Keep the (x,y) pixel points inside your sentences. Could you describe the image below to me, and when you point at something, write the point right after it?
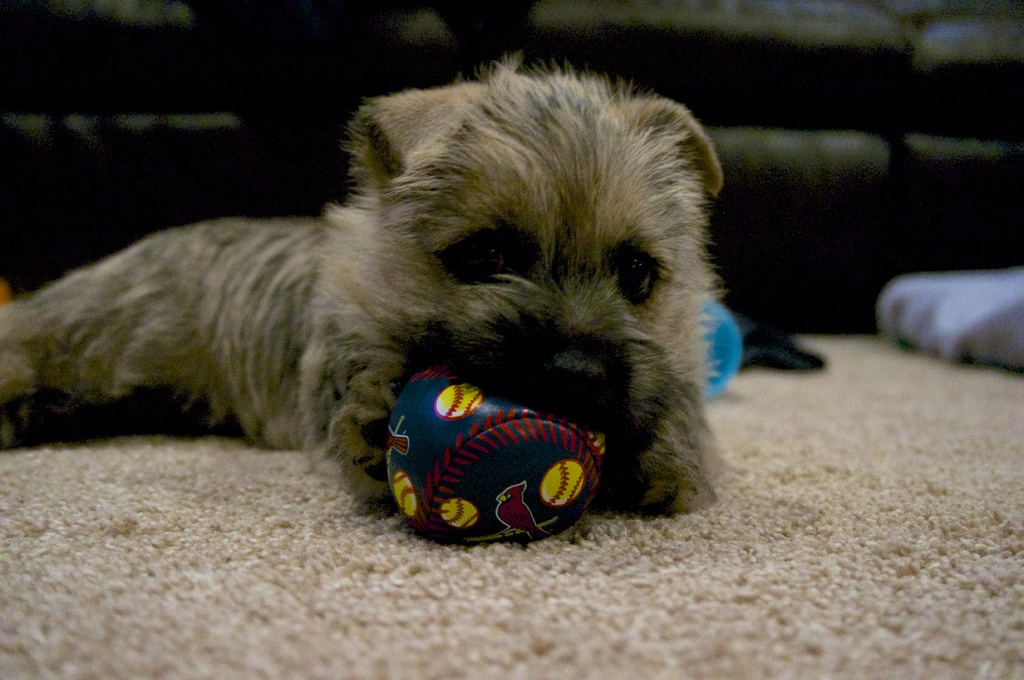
In this picture I can see a dog (494,259) in front (639,378) and I can see a red and blue color ball (423,412) near to it and I see few pictures of balls (458,411) and a bird (528,522) on the ball (429,468) and I see that it is a bit dark in the background (805,30).
